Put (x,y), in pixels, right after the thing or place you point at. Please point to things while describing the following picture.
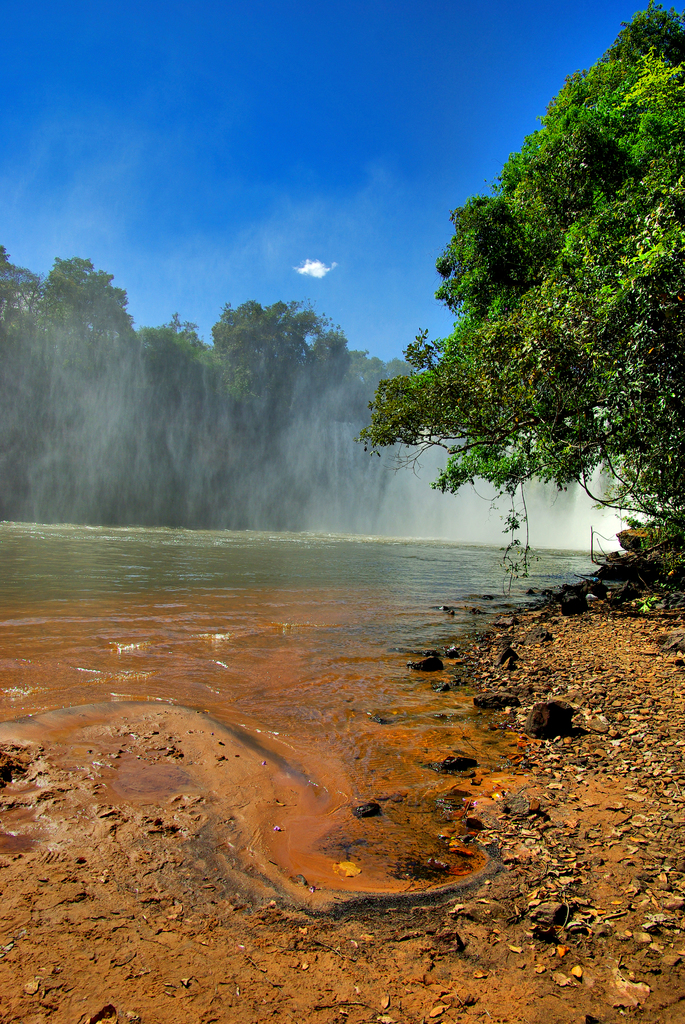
In this image I can see the water (281,551). In the background (591,246) I can see few trees (300,361) in green color and the sky (244,160) is in blue color.
